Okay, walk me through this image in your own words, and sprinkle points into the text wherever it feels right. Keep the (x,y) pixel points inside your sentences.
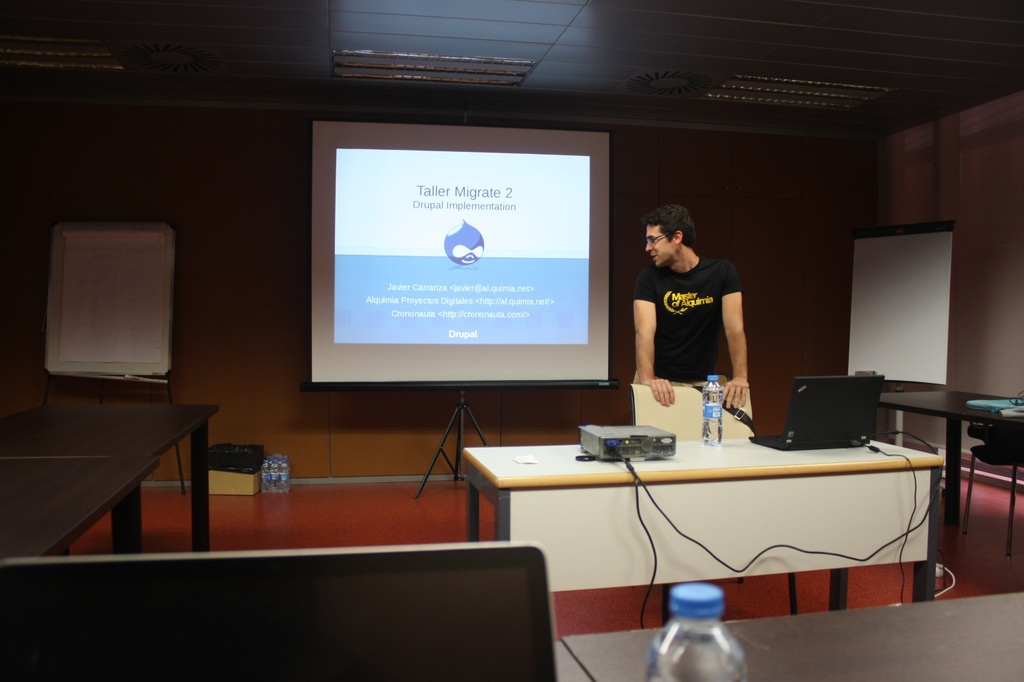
In the image we can see there is a man (682,226) who is standing and on the table (584,484) there is a projector (639,454) and a laptop (799,427), water bottle (709,426) at the back (488,268) there is a projector screen (429,271).
